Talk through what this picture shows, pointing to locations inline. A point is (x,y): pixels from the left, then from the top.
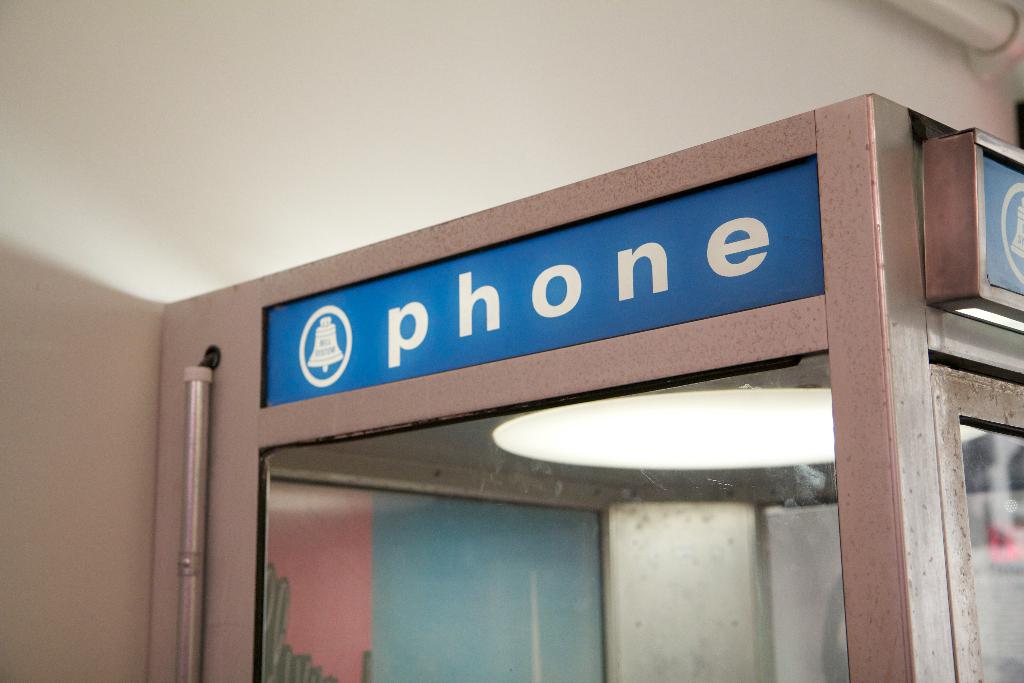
There is a pole (201,445), boards (647,260), and light (538,447). This is wall (108,390).
